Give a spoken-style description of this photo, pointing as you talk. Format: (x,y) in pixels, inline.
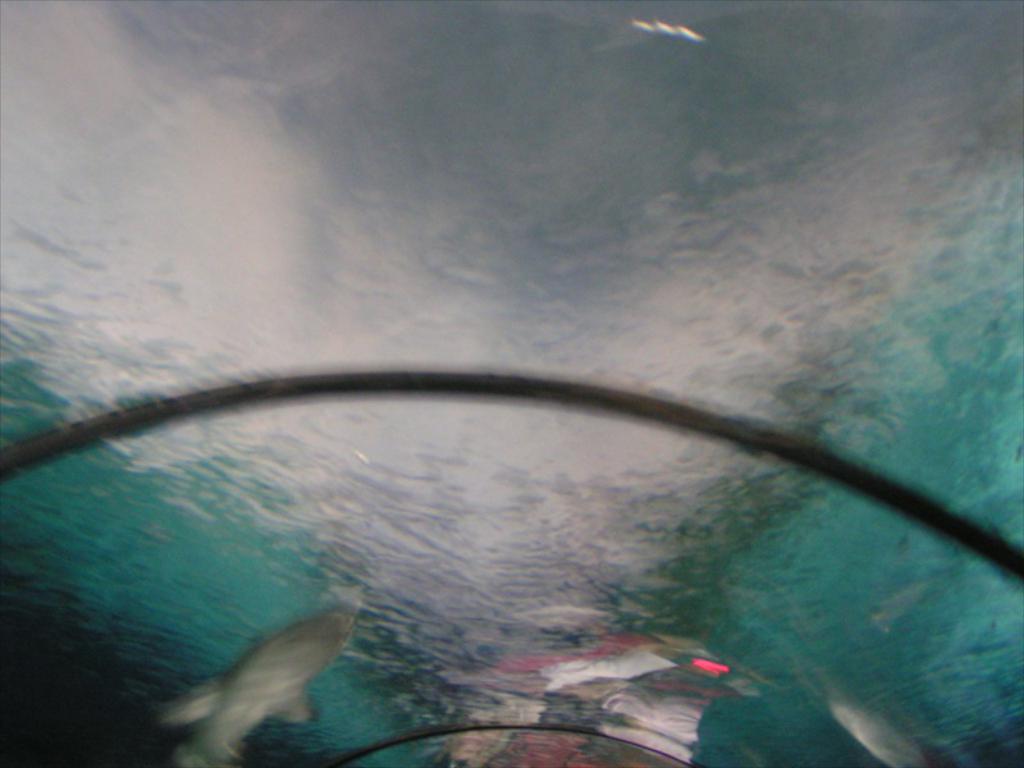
In this image we can see a glass (549,367). There is a water (527,292) in the image. There is some reflection (565,660) on the glass (369,639). There is an aquatic animal (280,681) in the water (323,671) at the bottom of the image (241,701).
